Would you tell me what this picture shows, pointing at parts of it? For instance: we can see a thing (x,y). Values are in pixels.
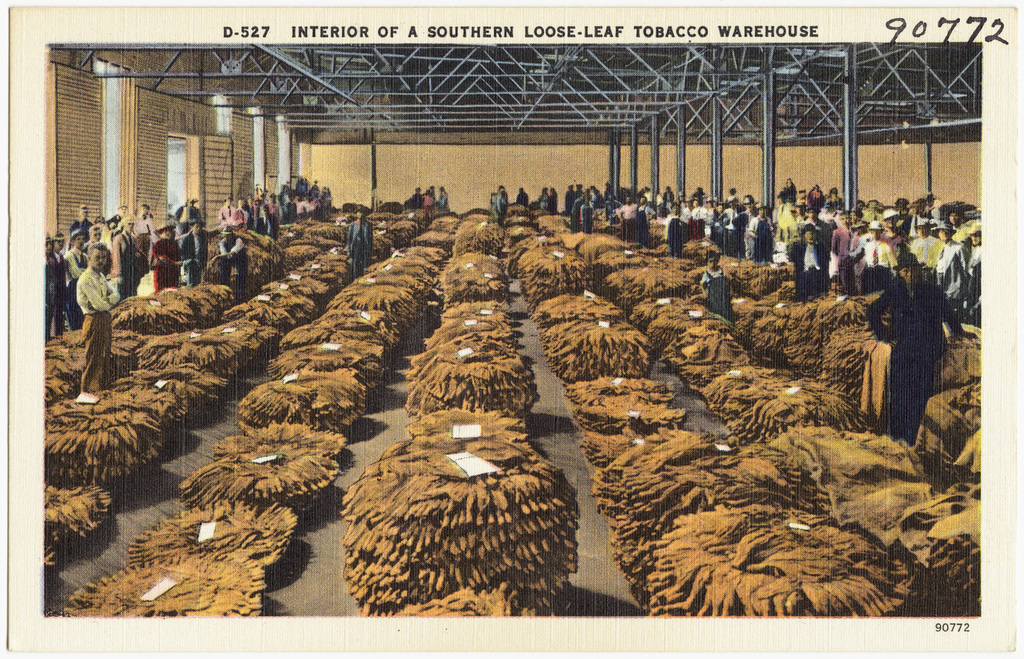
In this image we can see some brown color objects (301,424). On that there are white papers (165,582). There are many people (892,258) standing. Also there are pillars (715,105) and iron rods (488,105). In the back (539,167) there is a wall (597,154). At the top (355,33) something is written on the image.
